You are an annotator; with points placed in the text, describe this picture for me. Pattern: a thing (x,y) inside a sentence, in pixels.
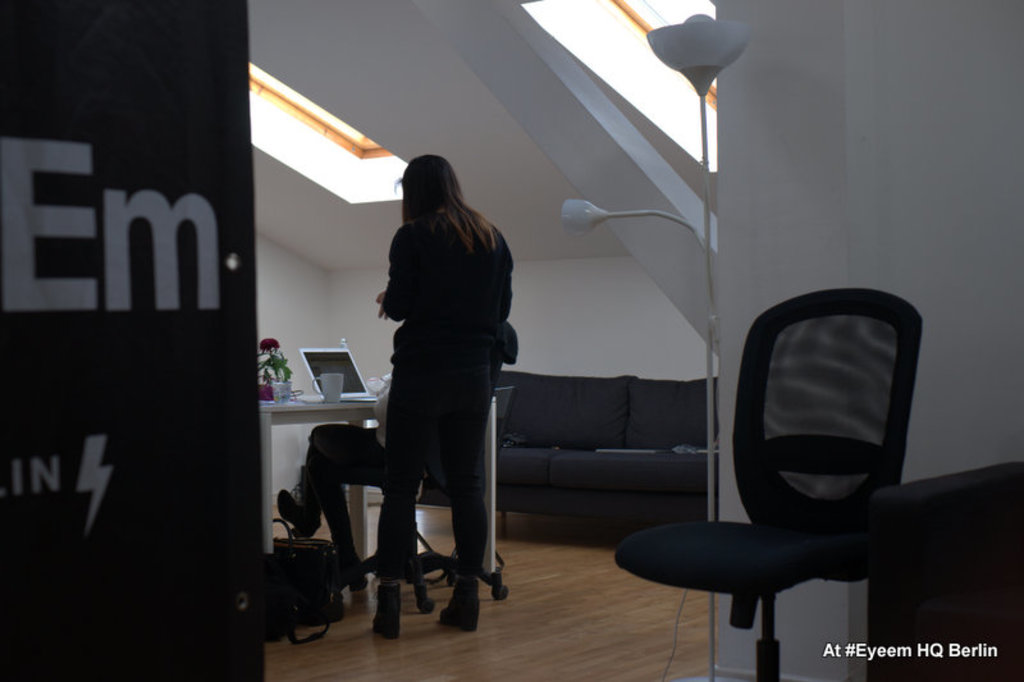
Here we can see a person (467,619) standing on the floor (429,665) and there is a person (351,450) sitting on the chair (346,576). Here we can see a chair (760,522), sofa (621,444), table (266,418), cup (331,388), laptop (344,397), and a plant (267,362). There is a banner (144,340) and lights (570,222). In the background (364,171) we can see wall (582,309) and ceiling (327,62).
